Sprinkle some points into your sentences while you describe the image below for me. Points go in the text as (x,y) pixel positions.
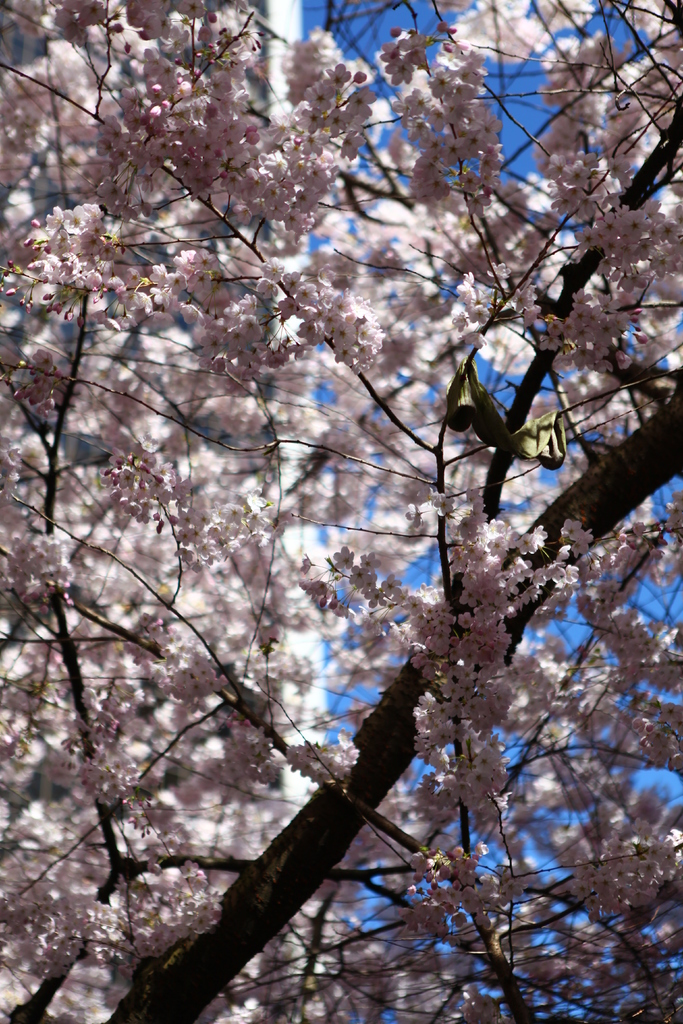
In the center of the image (305,371) there is a tree (346,834) with flowers (358,250).
